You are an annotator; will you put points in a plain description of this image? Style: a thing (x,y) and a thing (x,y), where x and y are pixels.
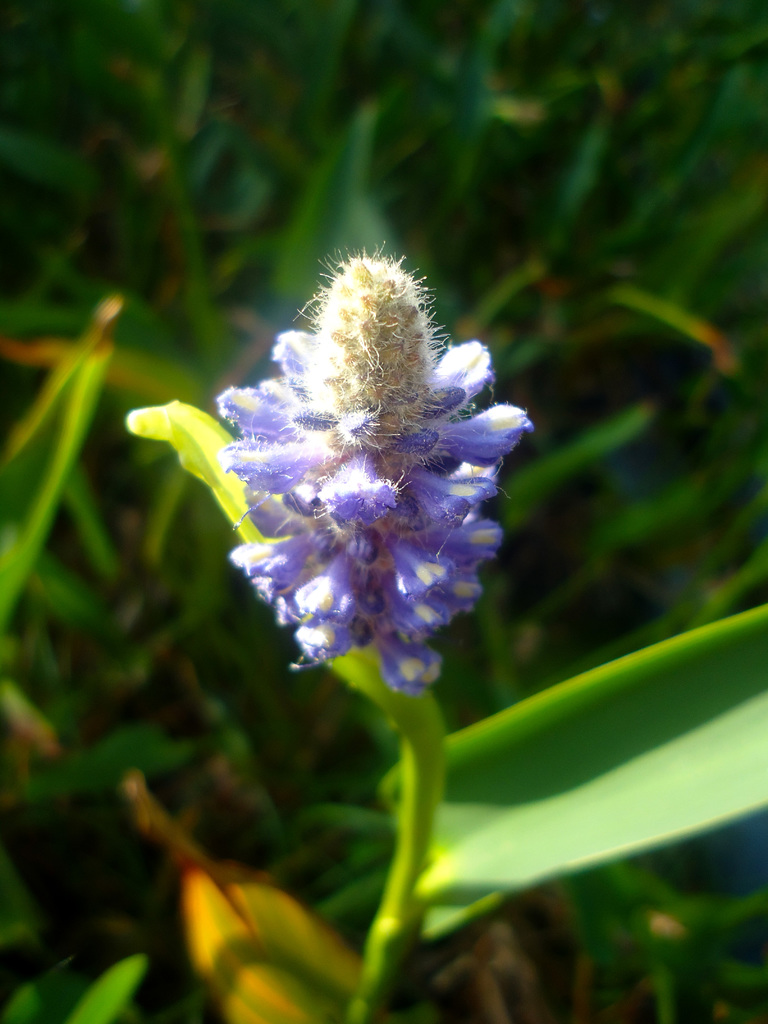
In this image I can see purple and white color flower (387,554). Back I can see few green color leaves (520,268).
